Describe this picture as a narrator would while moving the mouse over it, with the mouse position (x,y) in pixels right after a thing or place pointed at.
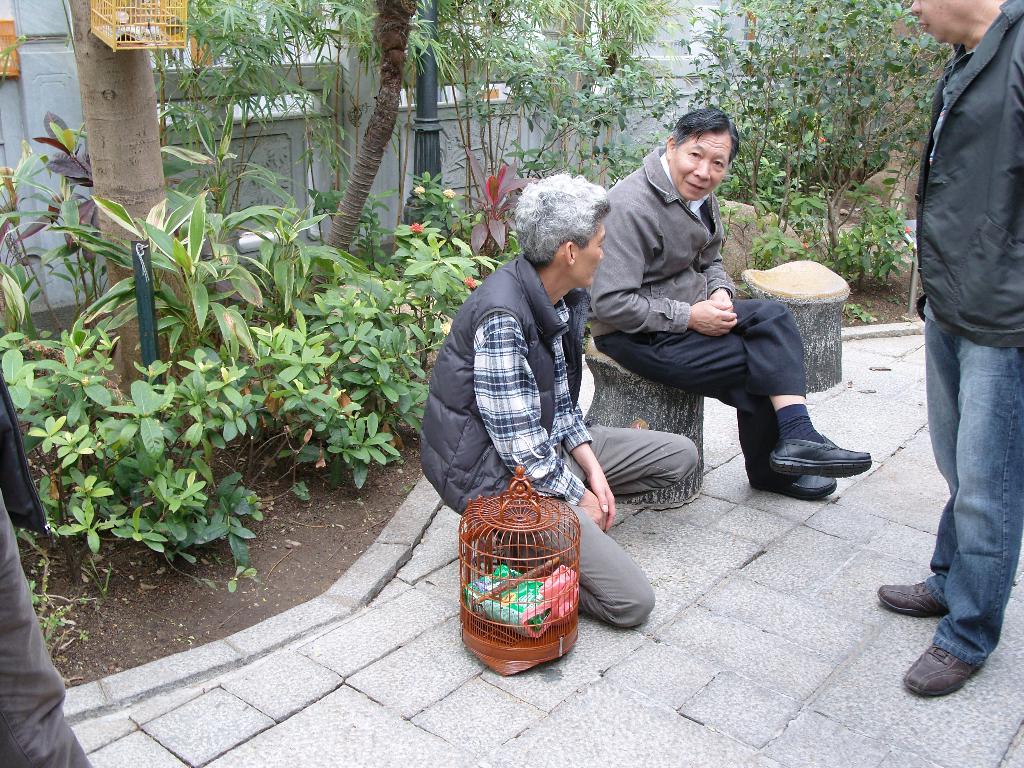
In this image I can see three persons (616,553). In the background (9,328) I can see few plants (205,398) and trees (769,114).
